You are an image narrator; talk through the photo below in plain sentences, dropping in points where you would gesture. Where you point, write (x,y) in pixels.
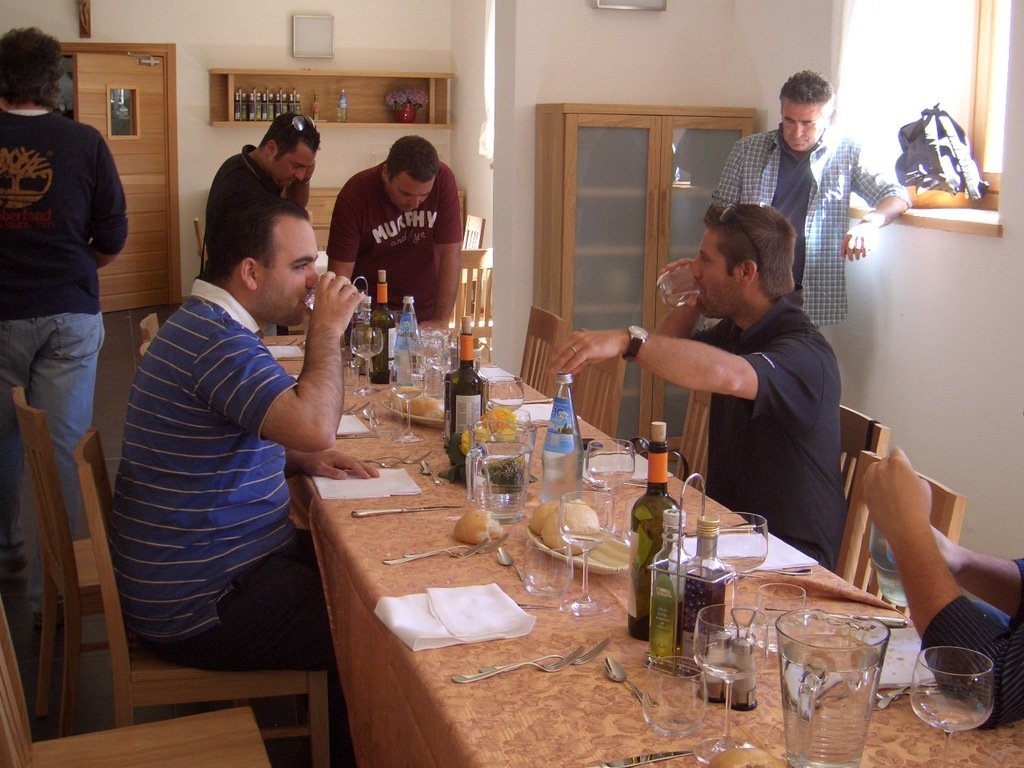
On the background (569,67) we can see a wall (531,72) and cupboard (676,155) and there are bottles (297,107) and a flower vase (415,96). Here we can see persons (92,229) standing near to the table (447,518). We can see persons (817,526) sitting on chairs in front of a table (406,535) and on the table (897,752) we can see bottles (640,585), glasses (531,576), tissue papers (456,611), spoons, forks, food (470,537). We can see these two men (794,328) drinking.
